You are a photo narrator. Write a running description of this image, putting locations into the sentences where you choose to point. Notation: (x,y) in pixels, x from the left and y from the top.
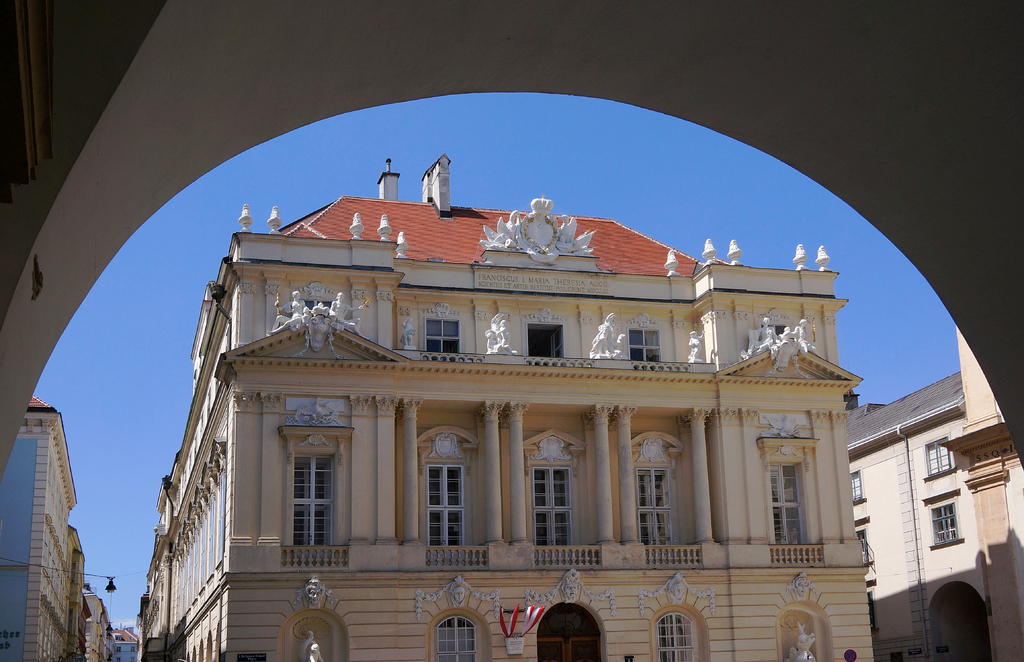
In the foreground of this image (635,462), there is a building (482,391) and on top (83,205), there is an arch (128,187) and the sky (503,156). On right (952,557), there is a building (930,540), window (933,516) and a chimney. On left (56,585), there are buildings (95,658) and the light (113,583).
